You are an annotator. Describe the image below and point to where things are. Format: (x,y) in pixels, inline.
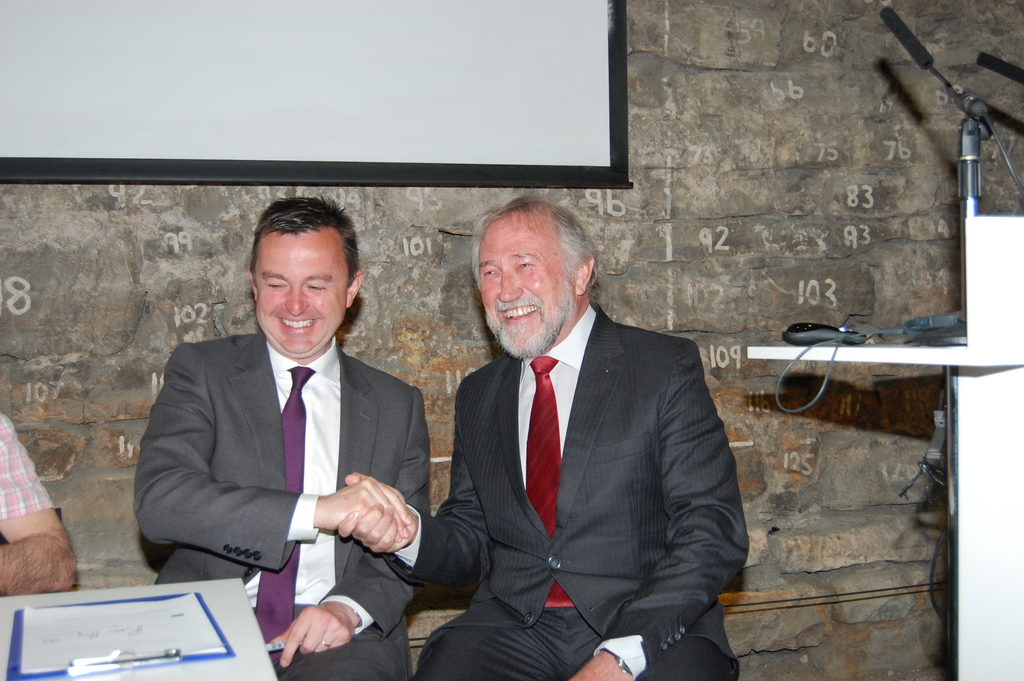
In this picture I can see two people (401,450) sitting and shaking their hands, and at the top of the picture (396,157) I can see a screen (346,69) and a stone wall (658,46) with numbers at the right side of the picture (817,339) some electric objects (831,338) kept on a table (998,590) and in the left bottom corner (58,606) I can see a table (58,602) with a pad (90,615).
